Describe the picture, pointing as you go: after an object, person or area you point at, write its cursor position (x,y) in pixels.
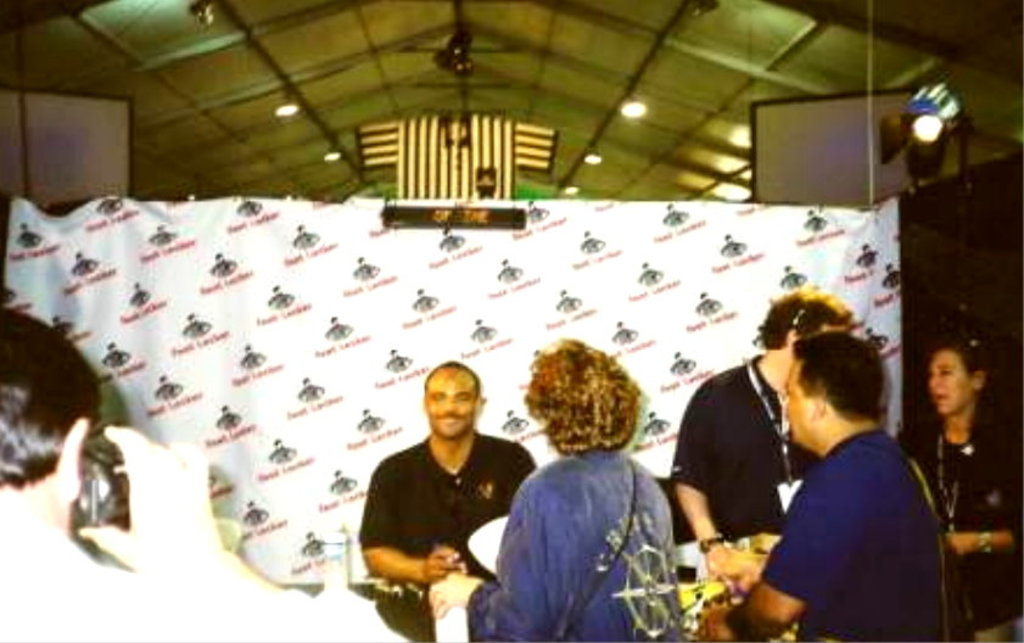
In this picture I can see group of people (565,499) standing, a person (184,514) holding a camera (83,467), and there is a banner (367,239), lights (910,127) and there are some other objects (854,185).
